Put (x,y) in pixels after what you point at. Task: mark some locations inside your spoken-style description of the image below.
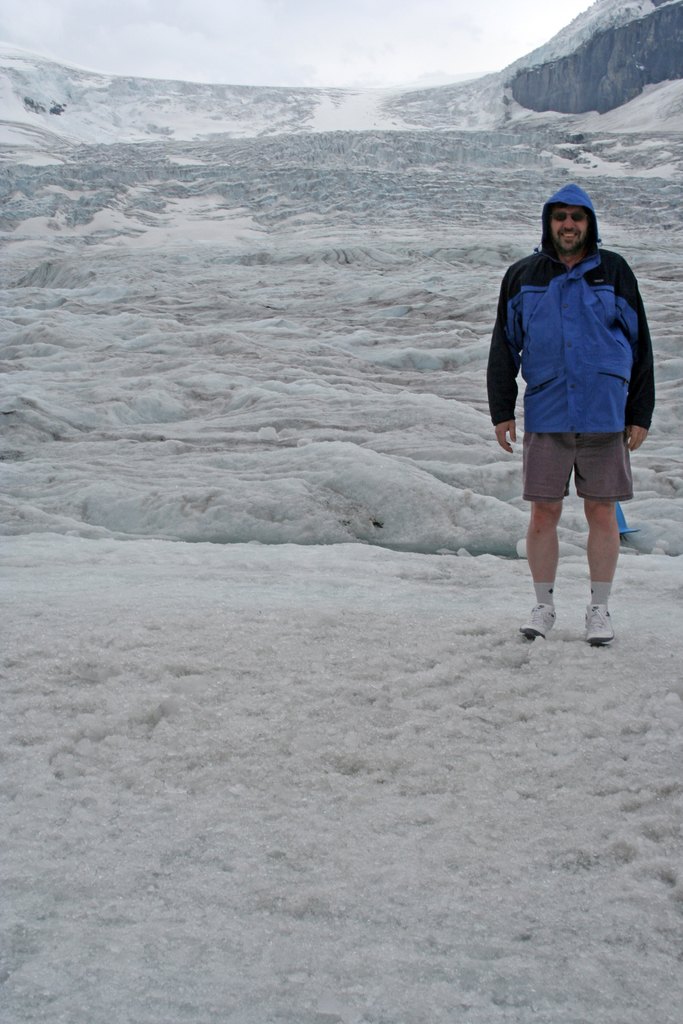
In the middle of the image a person (519,364) is standing and smiling. Behind him there are some hills (275,94). At the top of the image (55,14) there are some clouds (580,7).
